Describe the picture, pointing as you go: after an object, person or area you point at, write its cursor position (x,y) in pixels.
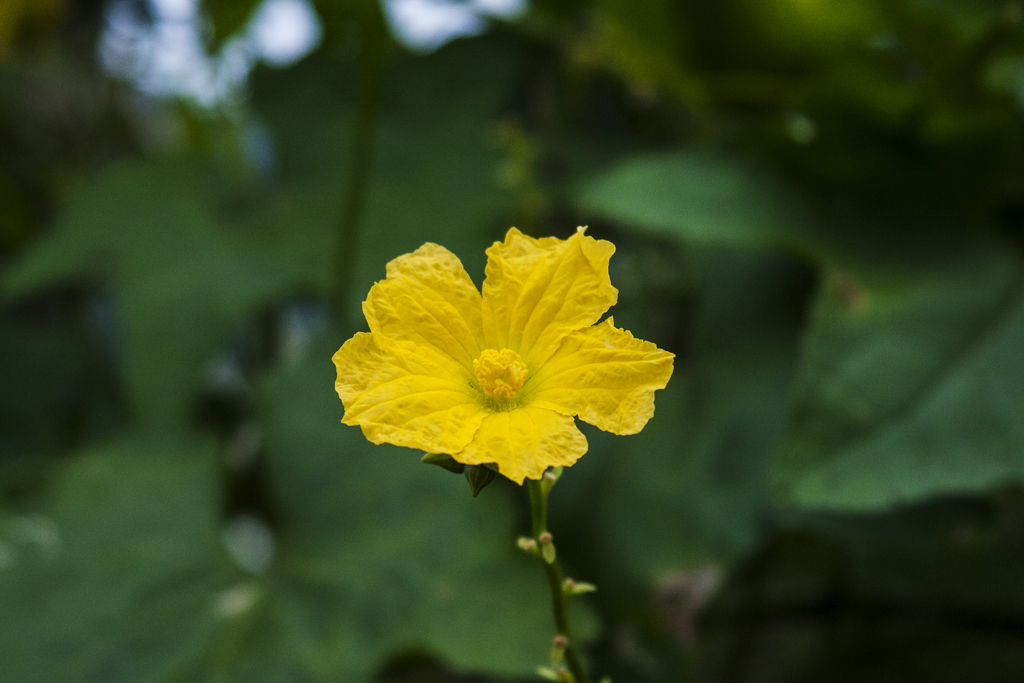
In this picture, we can see a flower (580,275) and the background (330,526) is blurred.
